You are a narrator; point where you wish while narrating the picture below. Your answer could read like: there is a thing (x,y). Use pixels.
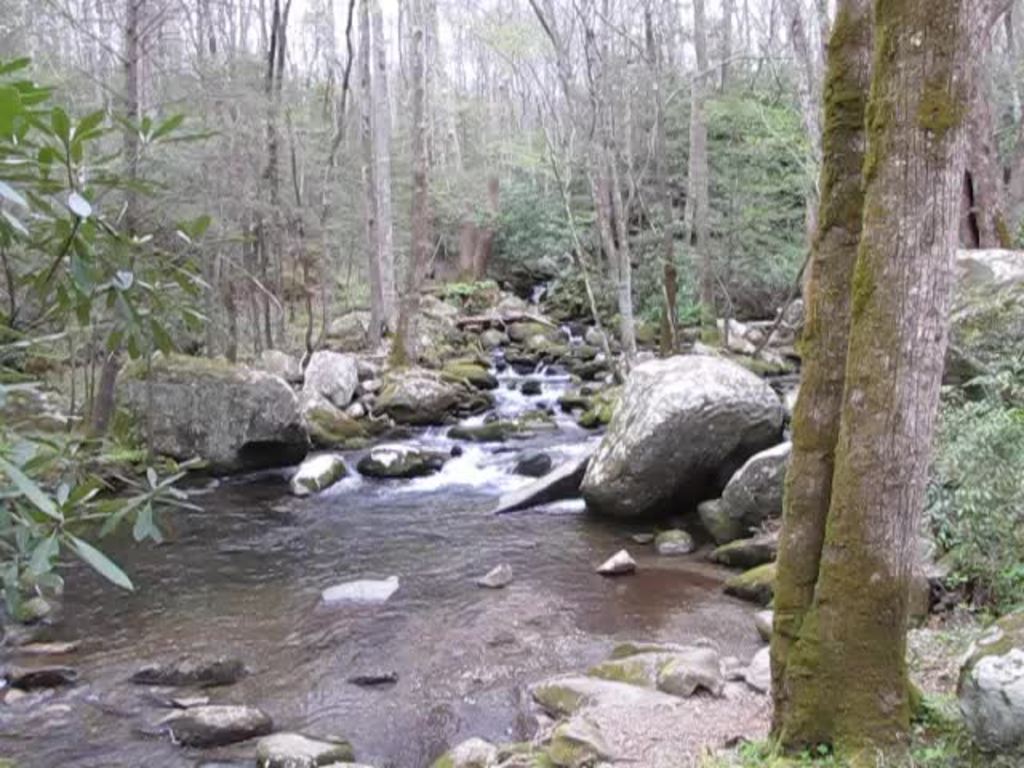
In this image there are few stones (488,428), water (422,534) and few trees (598,189).
